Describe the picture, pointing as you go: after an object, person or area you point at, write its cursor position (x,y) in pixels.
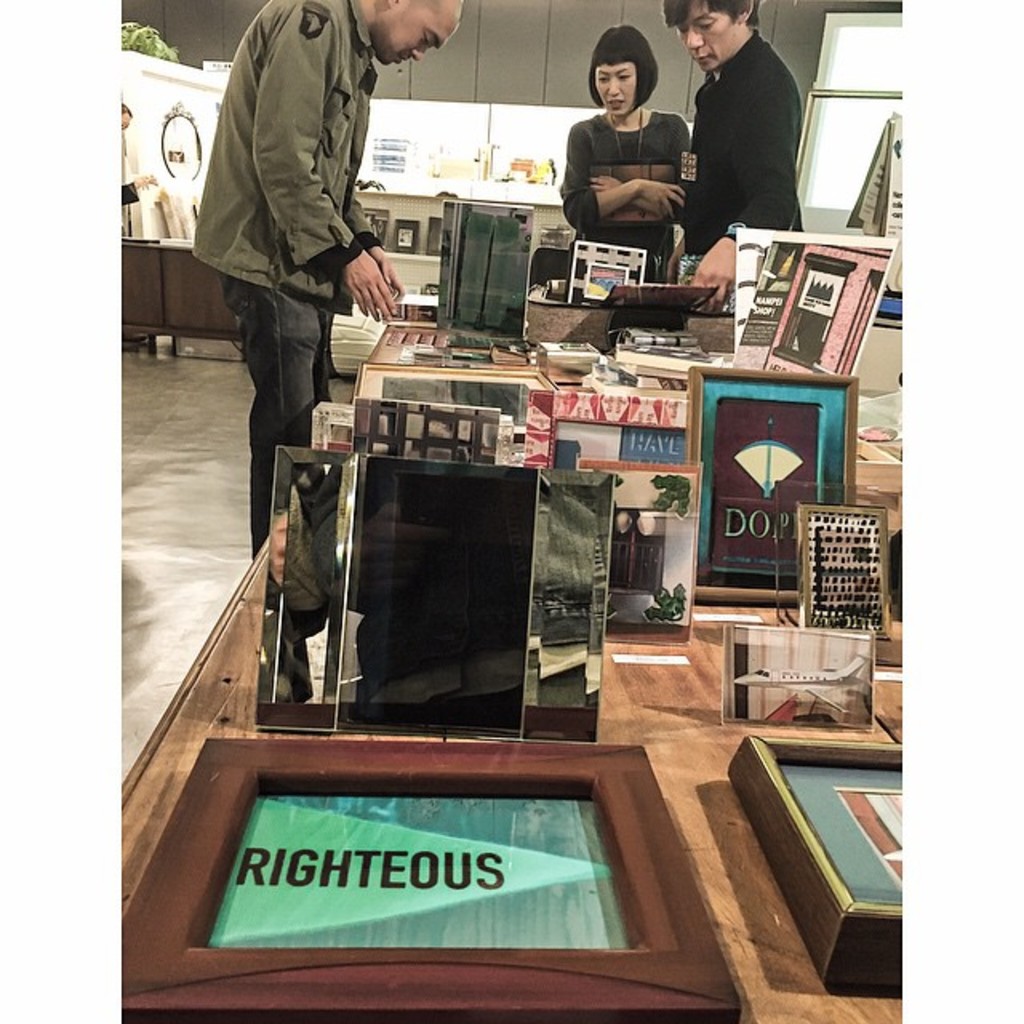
The picture might be taken in the store (526,60). In the background (270,15) there are three people (745,190) standing. A person (311,128) on left (311,204) is looking for some objects (474,325). A woman (610,229) on right (688,139) is talking. A man (716,147) is holding a book (693,294) in the background (516,153) there is a wall (471,67) and a window (498,140). On the left (190,131) there is a desk (193,309) and a mirror (182,142). On the right (886,107) there is window (859,174). In the foreground (568,558) there is a table (699,711), on the table (634,683) there are frames (675,839).
